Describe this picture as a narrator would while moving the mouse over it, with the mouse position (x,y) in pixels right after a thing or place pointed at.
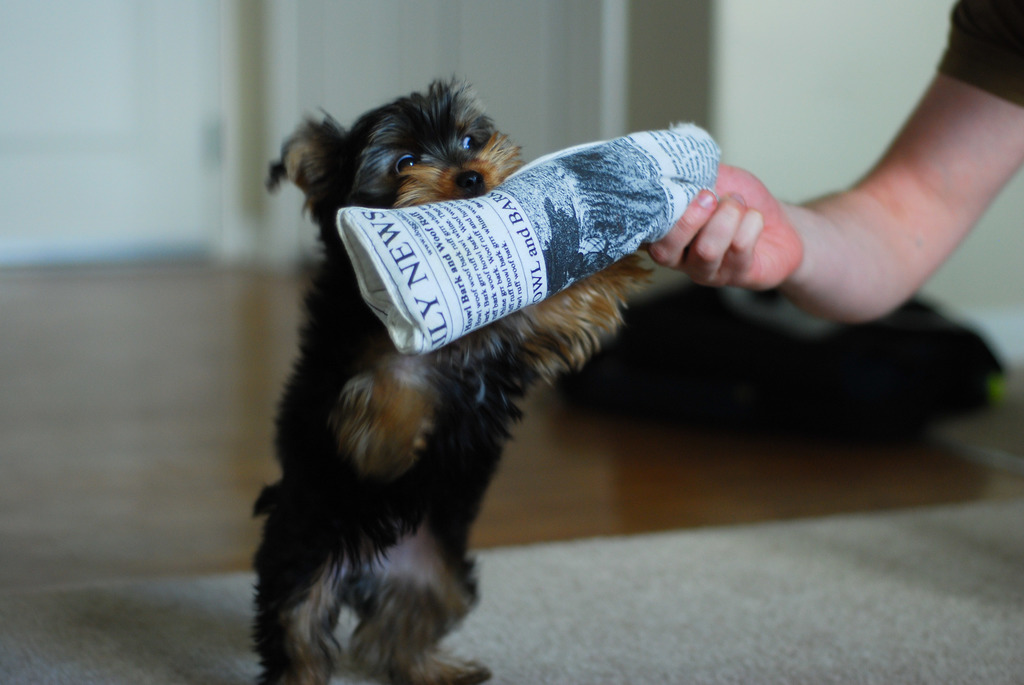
In the image we can see there is a dog (350,384) standing and holding newspaper (572,210) in his mouth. There is a person (843,271) holding newspaper (603,207) in his hand (660,244).
